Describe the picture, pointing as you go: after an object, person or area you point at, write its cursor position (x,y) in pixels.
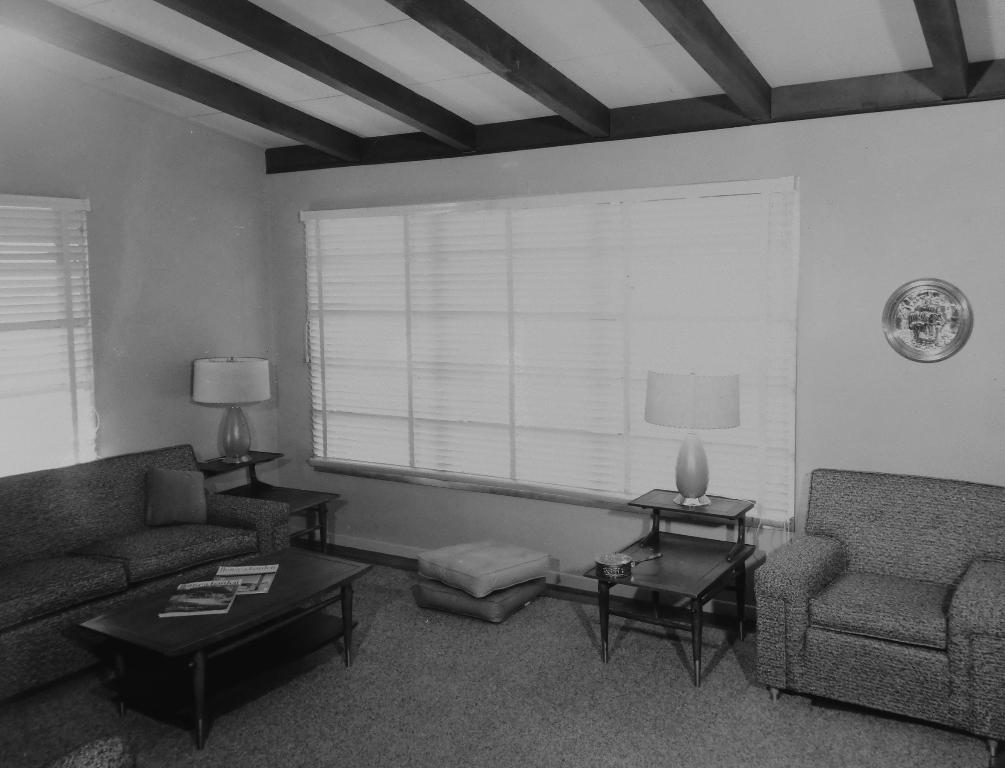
In this image I can see a couch (92,566), pillow (158,502) and a table (230,614). On the right side (891,627) there is a chair (834,599). On the table (244,597) there are books (255,573) and a lamp (244,404). At the back side (496,305) there is a window (537,299) and a wall (233,294).
